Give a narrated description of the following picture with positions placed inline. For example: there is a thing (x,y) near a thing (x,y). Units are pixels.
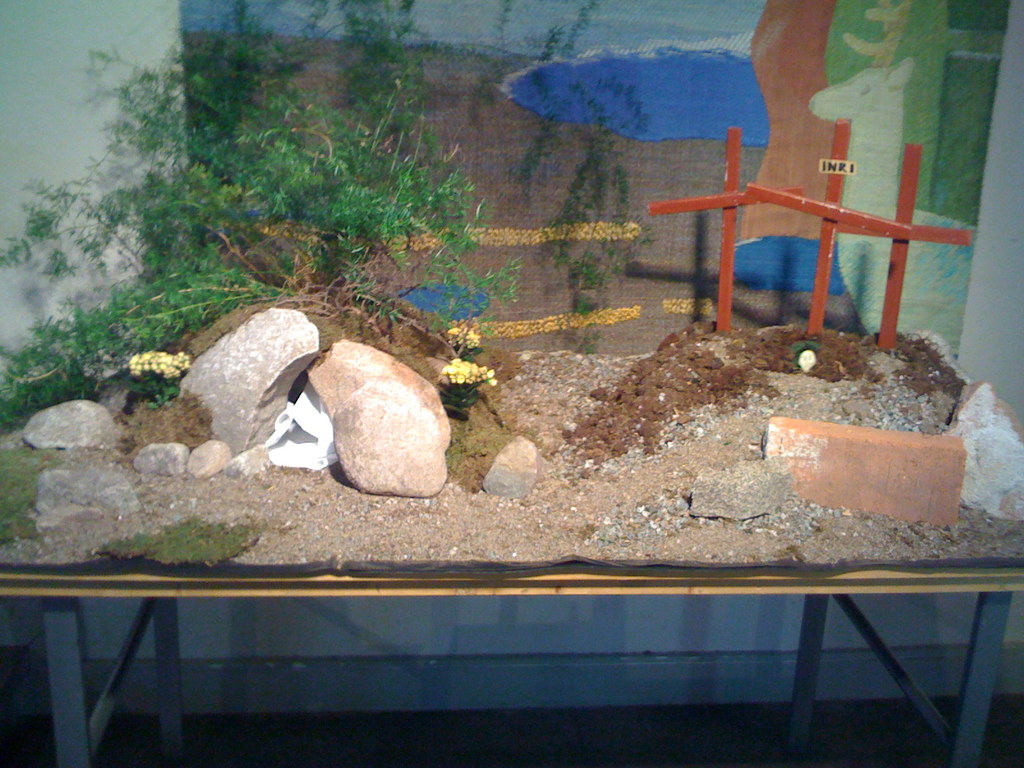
In this image, we can see a table (581,574) in front of the wall (55,96) contains sand (577,531), brick (774,433), rocks (408,437), sticks (897,255) and plant (233,225).
